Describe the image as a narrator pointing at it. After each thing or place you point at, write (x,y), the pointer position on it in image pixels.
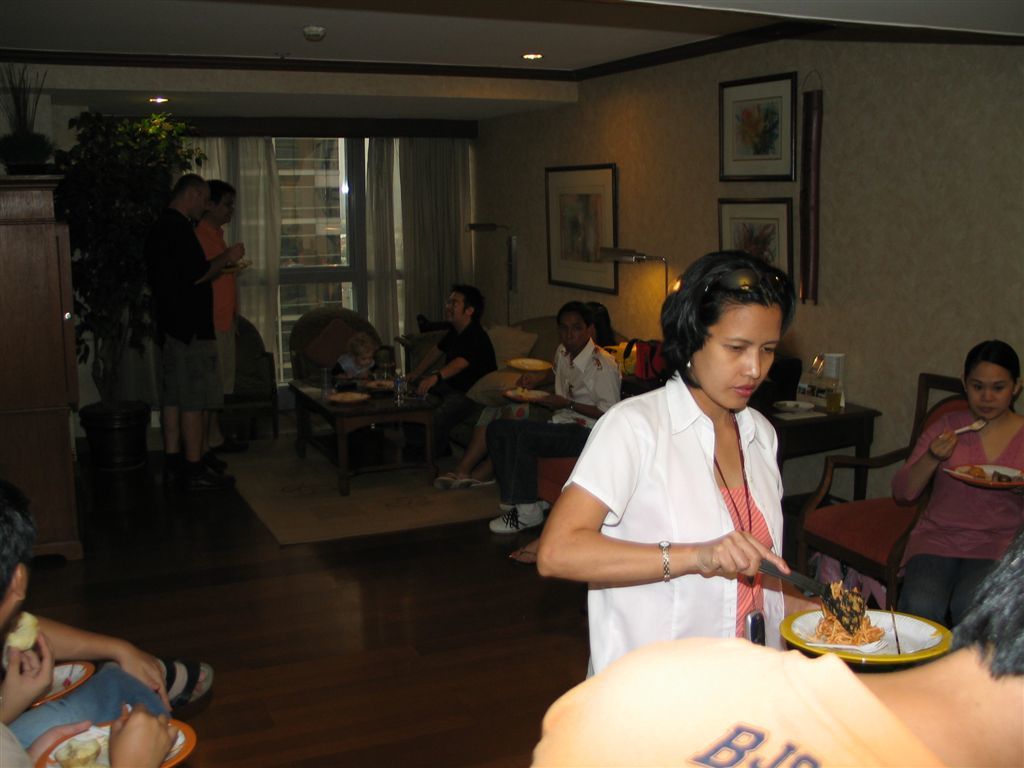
In this picture there is a woman (704,502) serving food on a plate (899,628) and in the background (196,297) are some people (451,403) sitting and standing.
